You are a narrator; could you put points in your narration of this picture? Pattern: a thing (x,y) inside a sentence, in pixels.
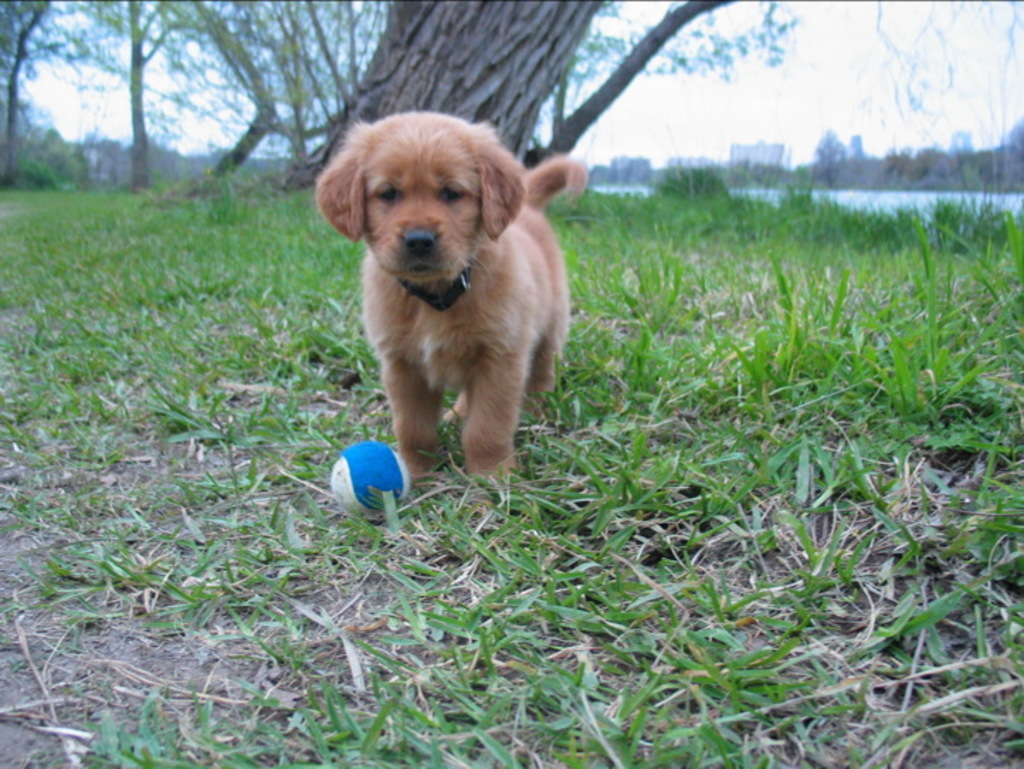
In this image I can see the dog (462,343) which is in brown color and it is on the grass (418,511). I can see the ball (364,492) In-front of the dog (434,276). In the background (270,120) I can see many trees (330,81), water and the sky (758,25).
